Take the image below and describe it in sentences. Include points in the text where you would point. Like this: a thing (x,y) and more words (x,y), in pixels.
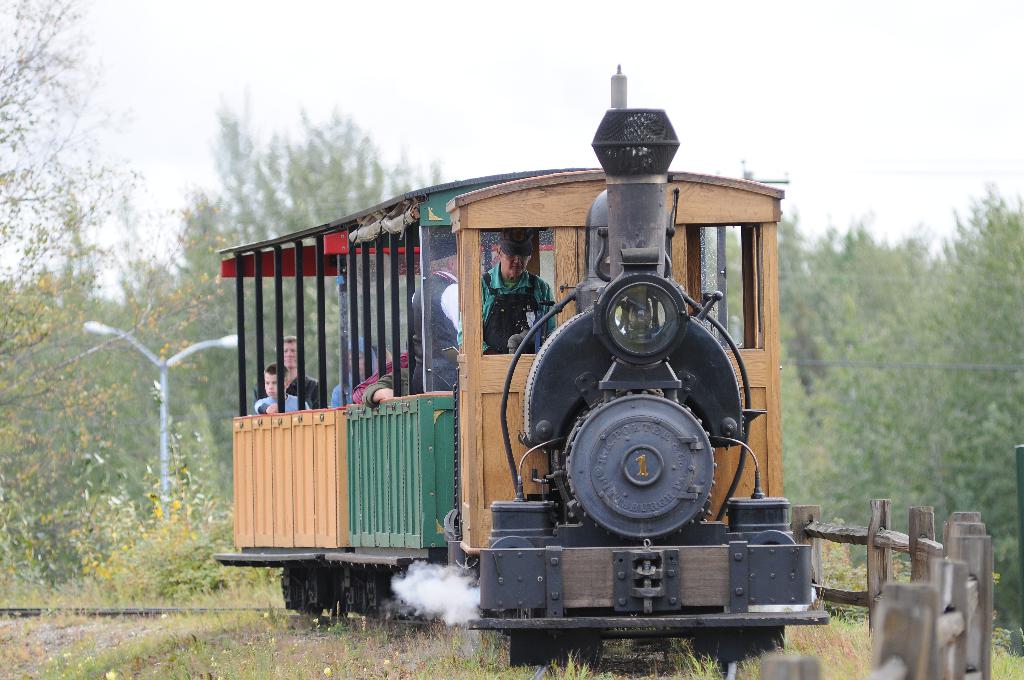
In this image I can see a train (748,363) on the track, grass (485,641) and fence (942,598). In the background (1006,532) I can see trees (304,124). On the top (287,104) I can see the sky (287,104). This image is taken during a day.
